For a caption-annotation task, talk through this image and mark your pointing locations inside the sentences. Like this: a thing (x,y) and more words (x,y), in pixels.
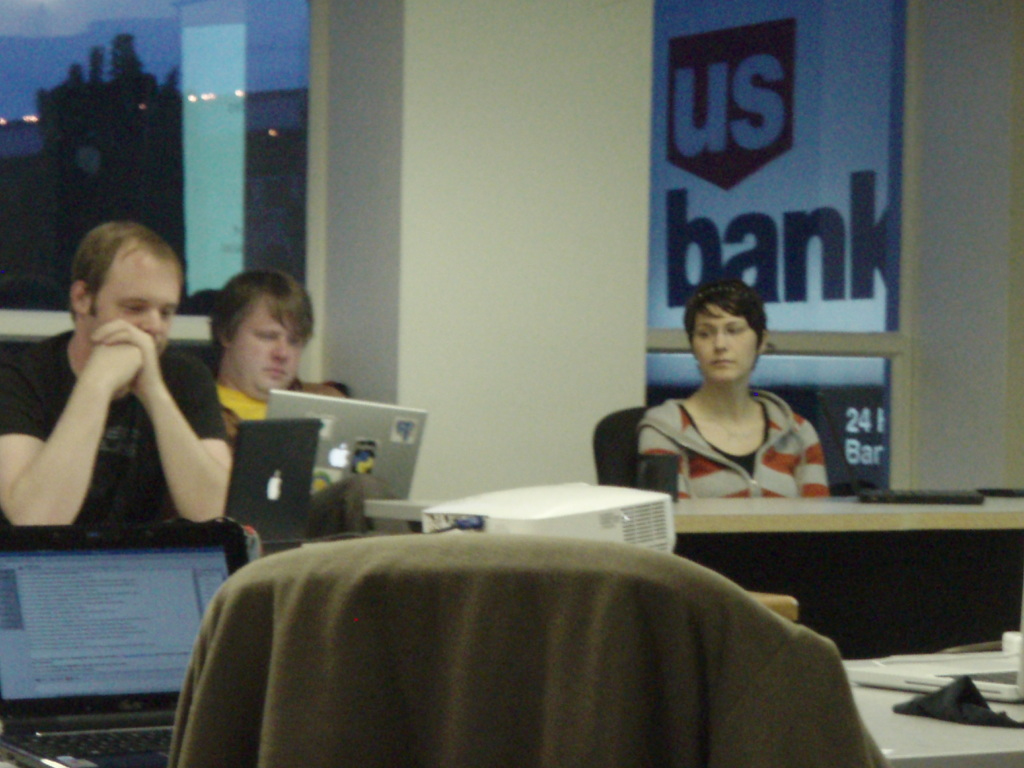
In this image there are three person (712,406). A woman (722,429) is sitting on the chair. There is laptop (158,624) projector (533,507) on the table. In the background (860,103) there is a board (785,224) named as Us Bank, tree (92,98) and a sky (149,66).
